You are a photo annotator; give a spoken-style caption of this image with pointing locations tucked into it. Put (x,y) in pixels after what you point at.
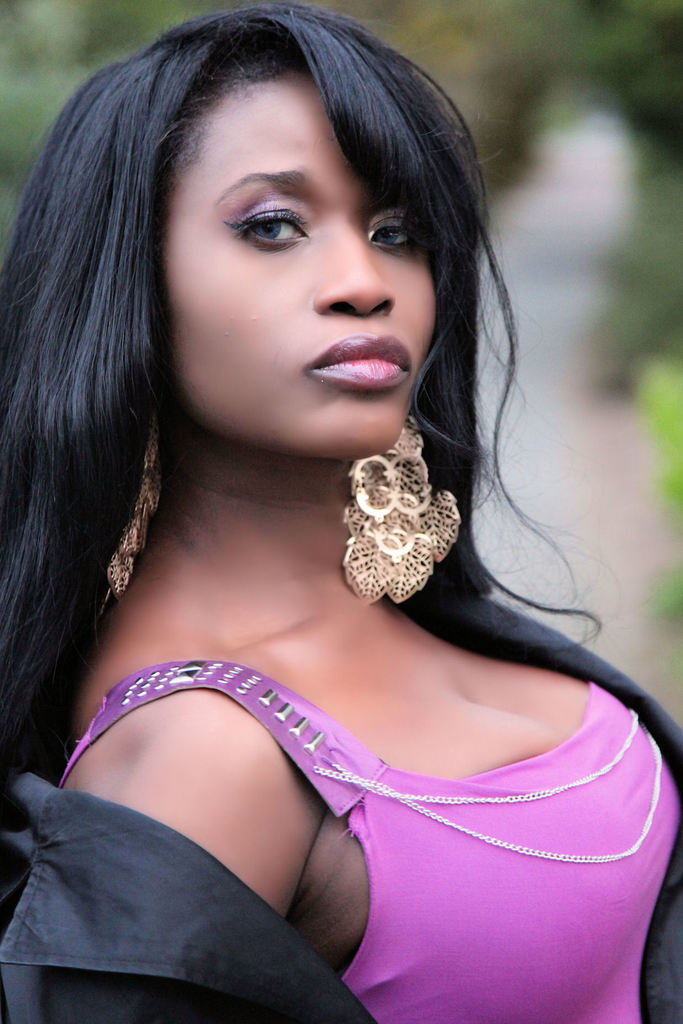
In this image, we can see a woman (285,796) wore a dress (517,928) and earrings (398,549). She leaves her hair (41,494). Background (668,274) we can see a blur view. Here we can see the road (537,280), few trees (663,291).
